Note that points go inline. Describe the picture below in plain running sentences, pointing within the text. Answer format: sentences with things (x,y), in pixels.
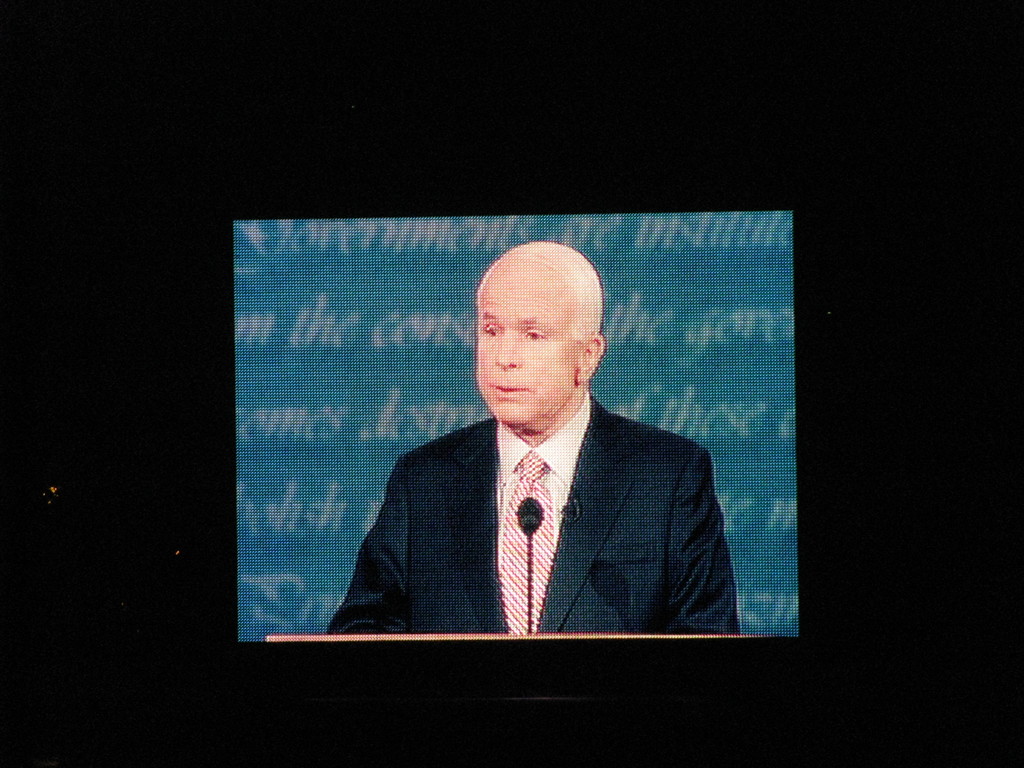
Here in this picture we can see a projector screen (767,294), on which we can see a person (541,374) in a black colored suit (461,468) standing over there and in front of him we can see a microphone (529,546) present over there.
